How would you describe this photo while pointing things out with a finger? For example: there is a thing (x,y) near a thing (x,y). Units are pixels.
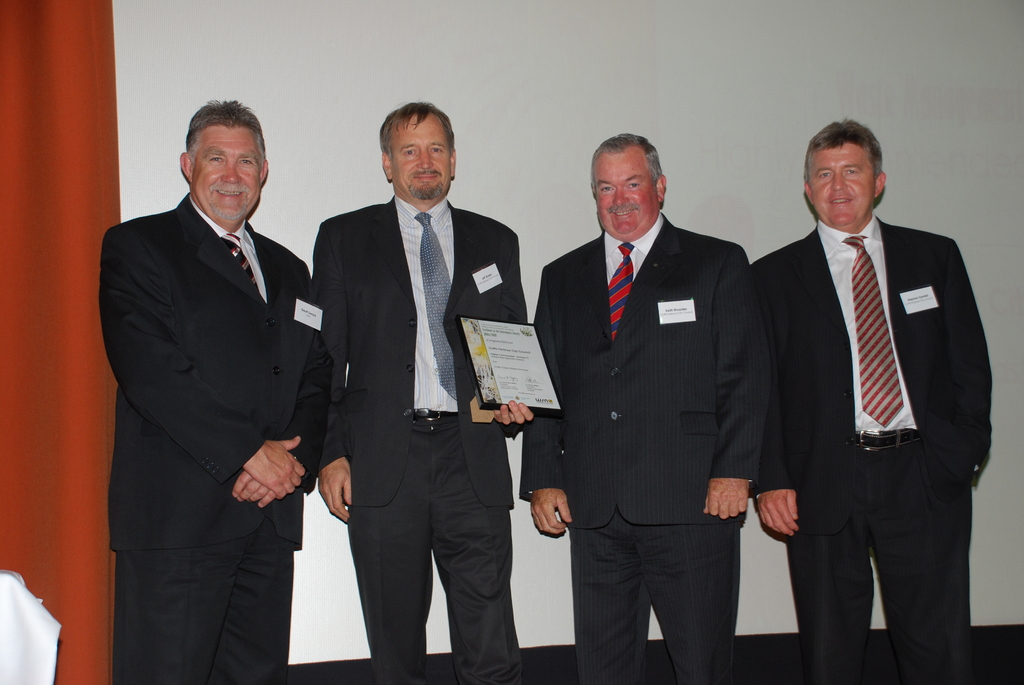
This is the picture of four people (627,385) wearing suits (708,440) and among them a person (509,479) is holding the card (551,407) in his hand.
